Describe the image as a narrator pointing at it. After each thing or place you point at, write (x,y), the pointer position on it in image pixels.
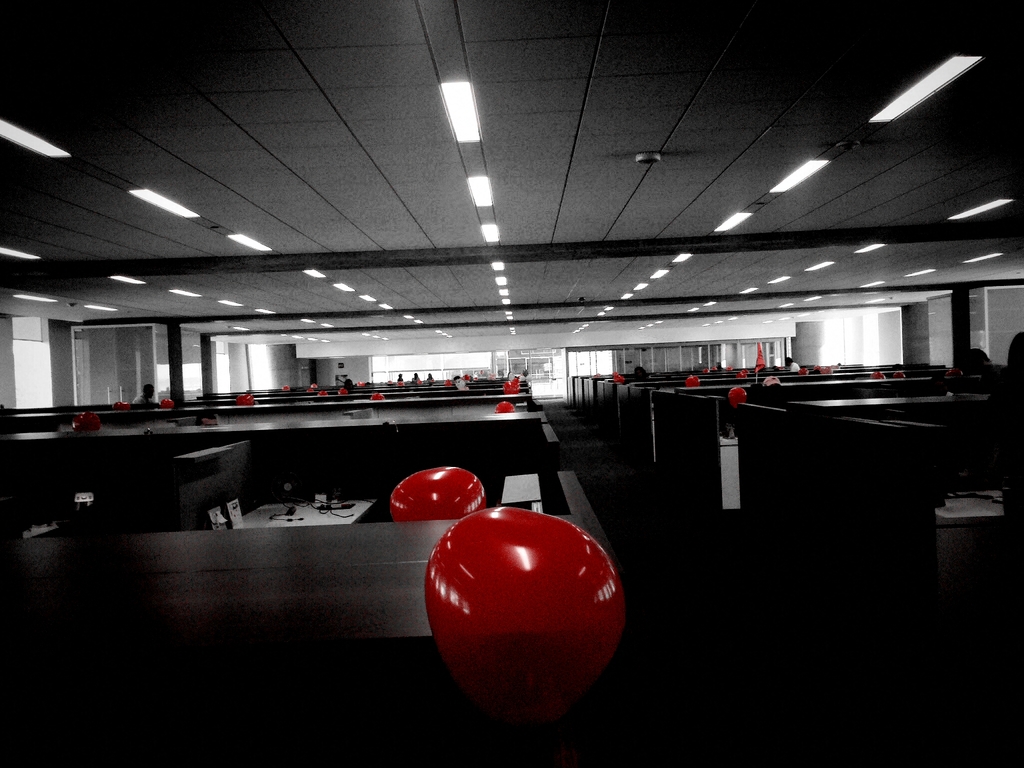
In this image we can see balloons (545,568), cabins (540,479), table (355,508), persons (1009,396), lights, ceiling (497,312), windows (583,354) and door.
